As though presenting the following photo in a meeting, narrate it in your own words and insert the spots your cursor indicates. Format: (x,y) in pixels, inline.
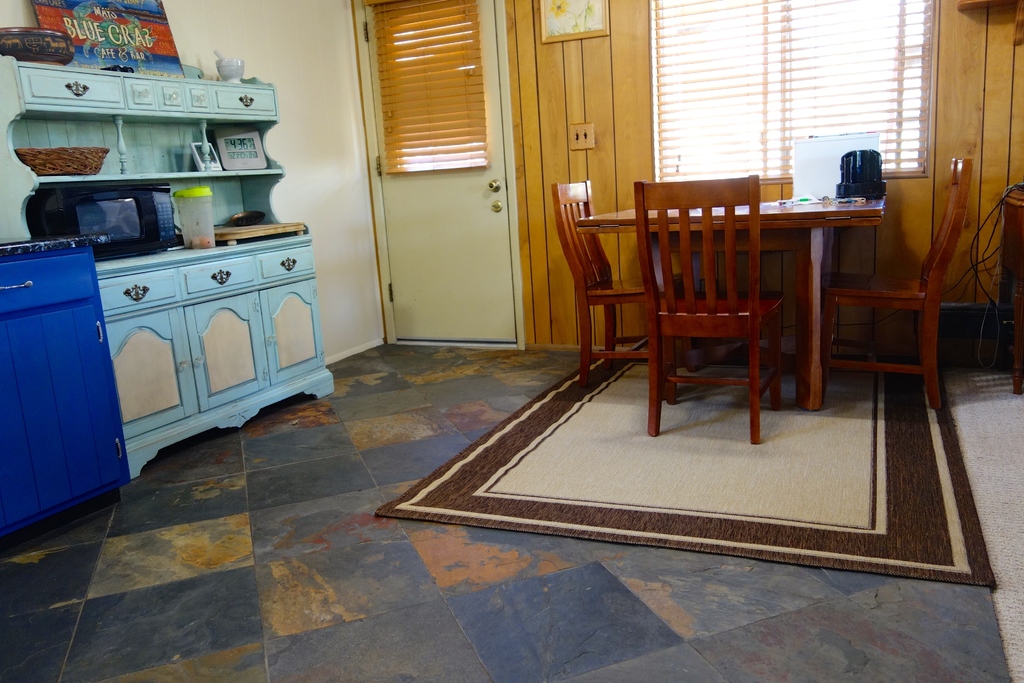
This is a picture of the inside of the house (864,267), in that house (608,492) on the right (744,247) there is one dining table (775,215) and three chairs (613,285) and one window (675,100) is there and beside that window (664,72) one door (470,233) is there. And in the right side (730,515) there is one carpet (639,507) and in the left side (215,311) there is one cupboard (186,333) which contains some container (199,219) and food (207,237) in it. Beside that container (187,224) one microwave (111,223) is there. Beside that cupboard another small cupboard (28,403) is there and in the top of the left corner (60,158) there is one basket (76,159) in the cupboard (175,152), and in the right side of the cupboard (128,158) there is one clock (231,150) and one photo frame (199,155) and on the top of the left corner (109,40) there is one photo frame (112,55) and there is one bowl (44,45) beside that photo frame (82,52). And in the right side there is one bowl (233,74) and this house (398,361) contains floor (361,589).
